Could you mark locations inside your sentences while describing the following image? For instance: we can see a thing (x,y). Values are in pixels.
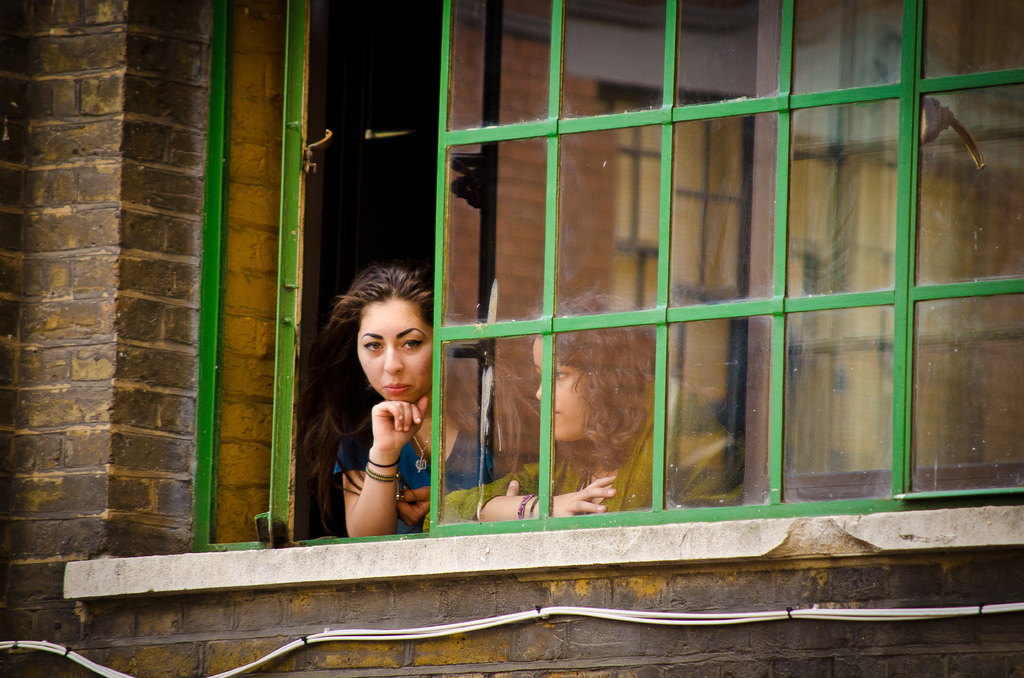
In this image we can see two people (390,424) standing near the window (453,424). we can also see a wall (116,468) and some wires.
